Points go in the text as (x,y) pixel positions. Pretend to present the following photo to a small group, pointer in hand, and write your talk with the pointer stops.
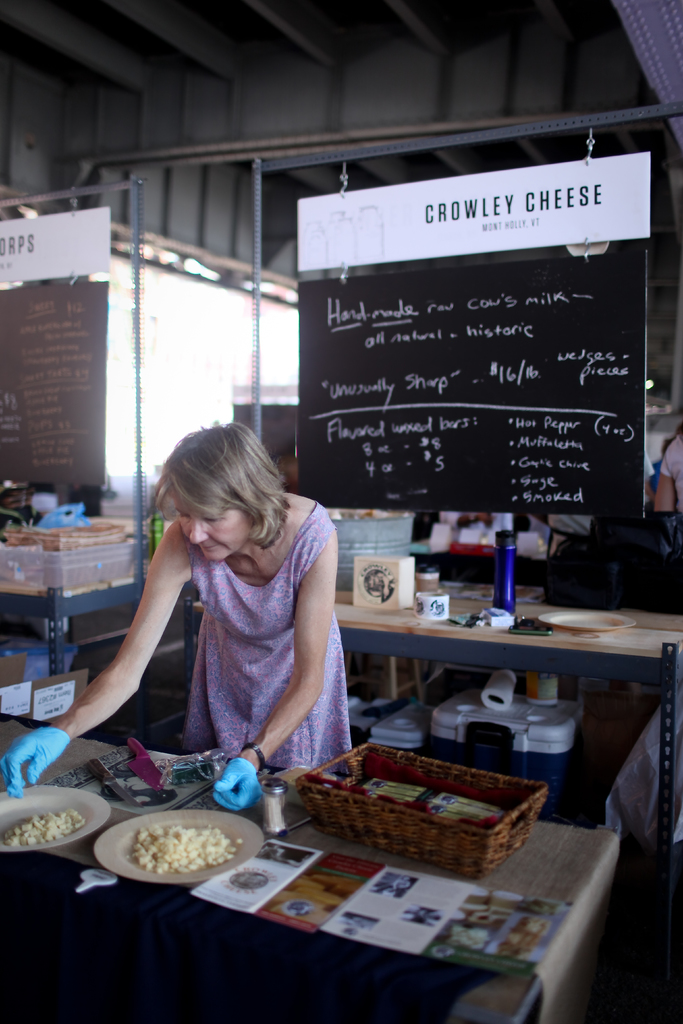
In this image I can see a woman (230,645) is standing, I can also see she is wearing gloves (229,775). On this table (544,844) I can see food (189,848) in plates (244,822), a basket (437,838) and few papers (359,910). In the background (510,653) I can see one more table (493,602) and a blackboard (327,494).
